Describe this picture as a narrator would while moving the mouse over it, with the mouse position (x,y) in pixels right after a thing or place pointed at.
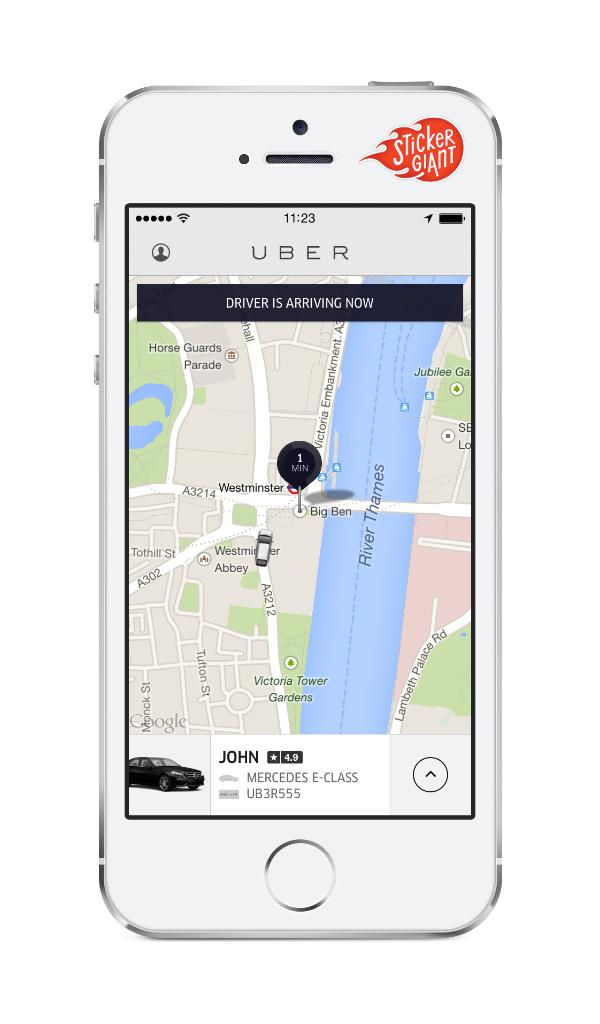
In the image we can see a mobile phone (268,90).
